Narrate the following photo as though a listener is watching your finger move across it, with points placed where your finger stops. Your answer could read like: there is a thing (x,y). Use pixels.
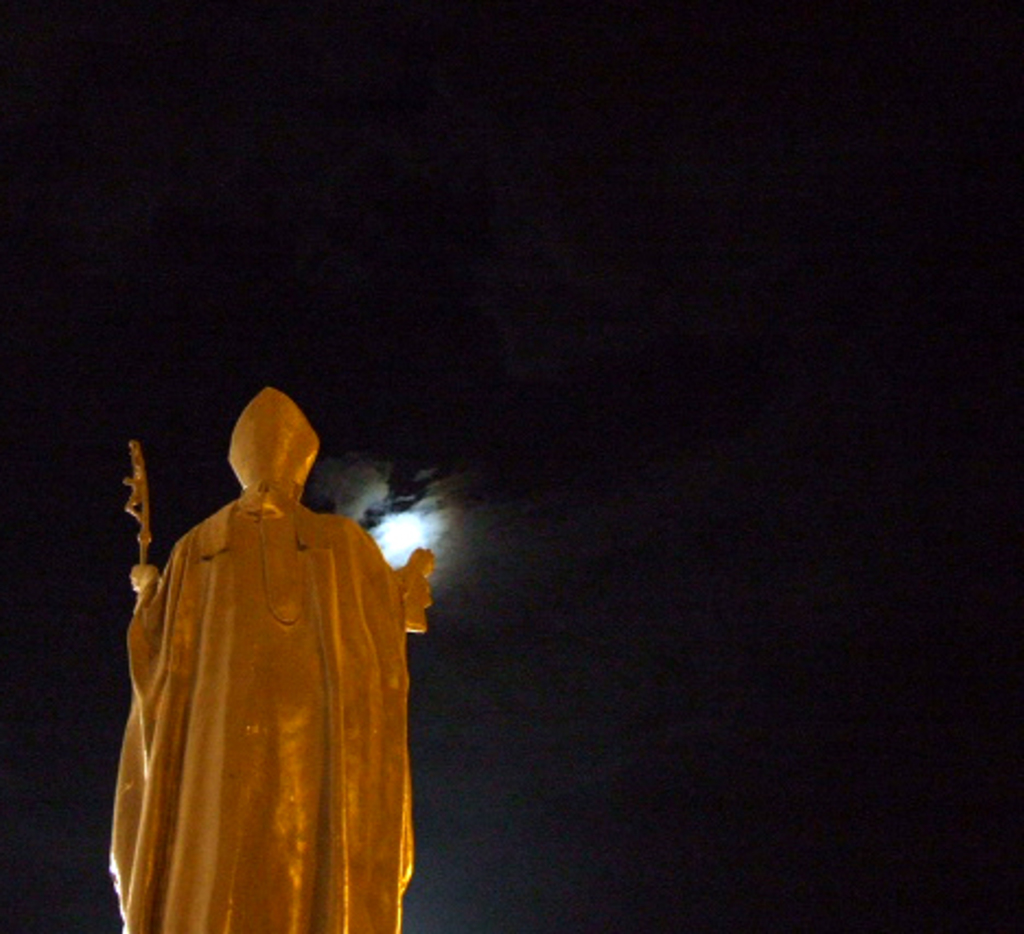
There is a statue (264,536) wearing cap (246,443) and holding something in the hand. In the back (399,525) there is a light (418,518). Also it is dark in the background (701,720).
